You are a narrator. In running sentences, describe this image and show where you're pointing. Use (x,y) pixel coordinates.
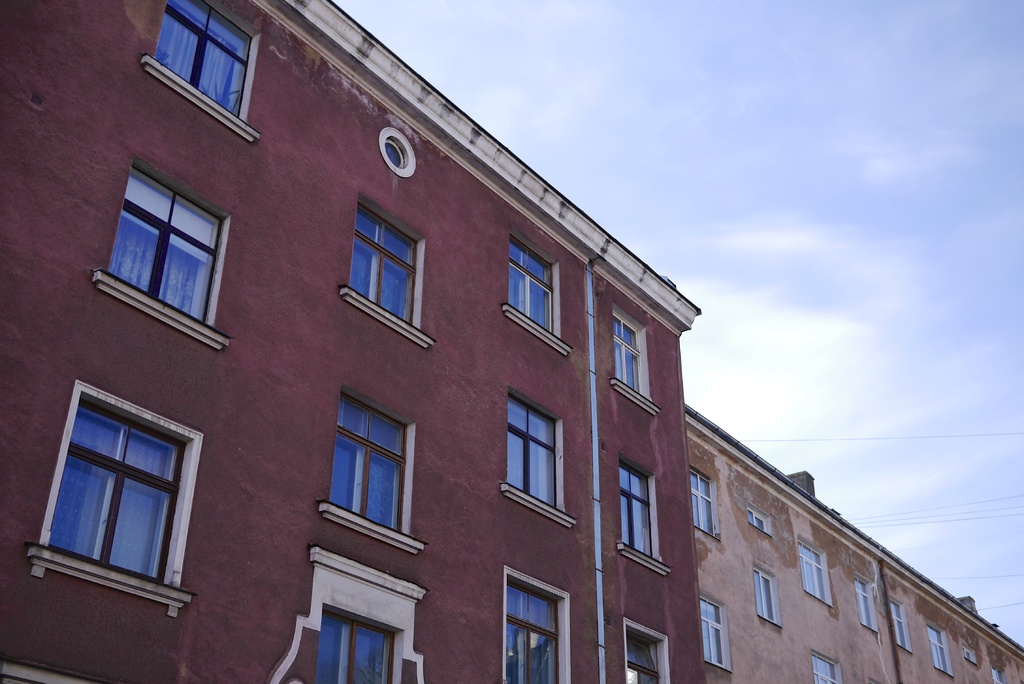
In this image there are buildings (616,501), at the top (673,122) there is the sky (860,359).
